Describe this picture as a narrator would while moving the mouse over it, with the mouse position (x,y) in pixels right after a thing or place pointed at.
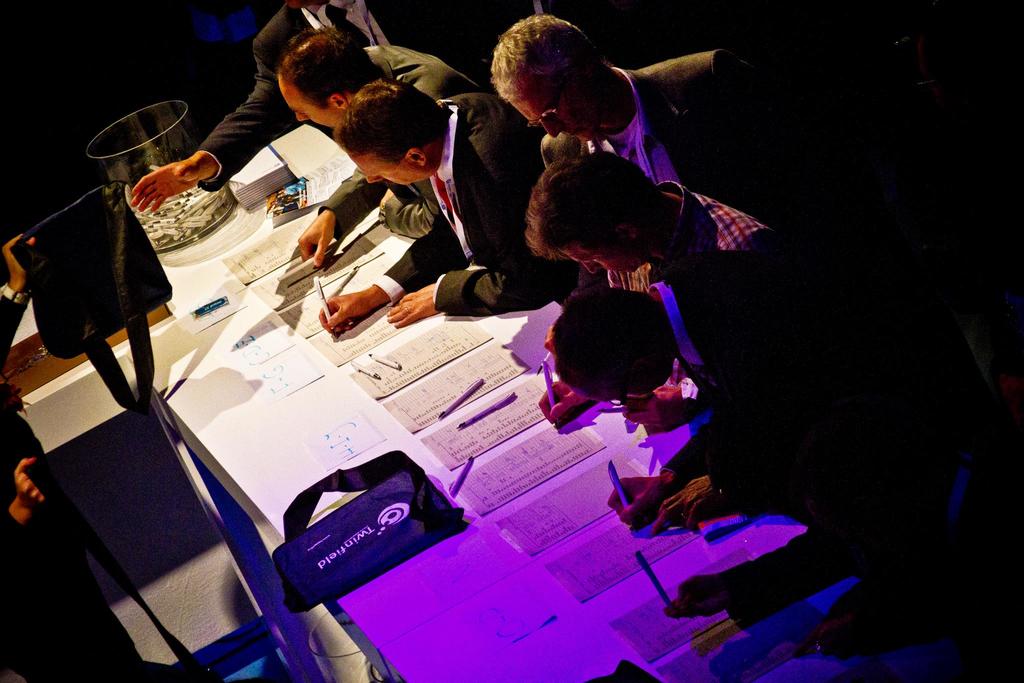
There are group of people (693,340) standing. Among them few people (417,256) are holding pens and writing. This is the table (410,584) with papers (365,340), pens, books (241,204), bag (382,506), glass bowl (192,222) and few other things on it. Here is a person (61,580) holding a bag (74,258).
